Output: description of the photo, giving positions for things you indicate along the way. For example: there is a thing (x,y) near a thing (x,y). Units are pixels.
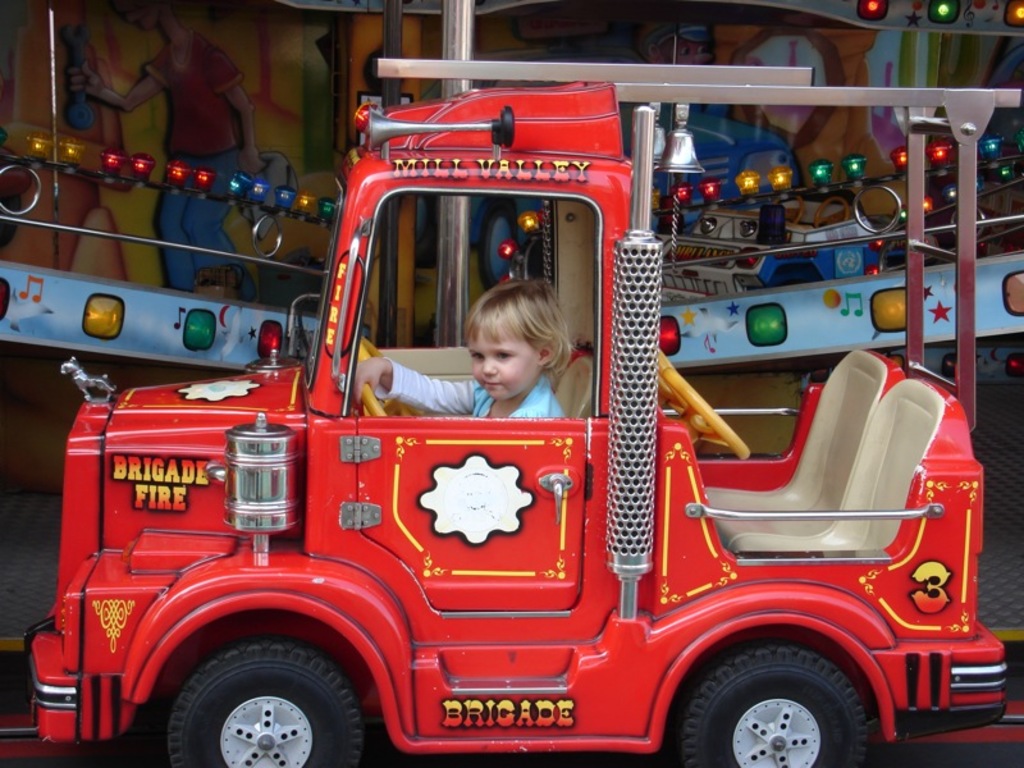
Here I can see a red color toy car (369,480). Inside this a baby (474,389) is sitting and holding the steering (372,409). In the background (104,317), I can see few lights (196,326).
